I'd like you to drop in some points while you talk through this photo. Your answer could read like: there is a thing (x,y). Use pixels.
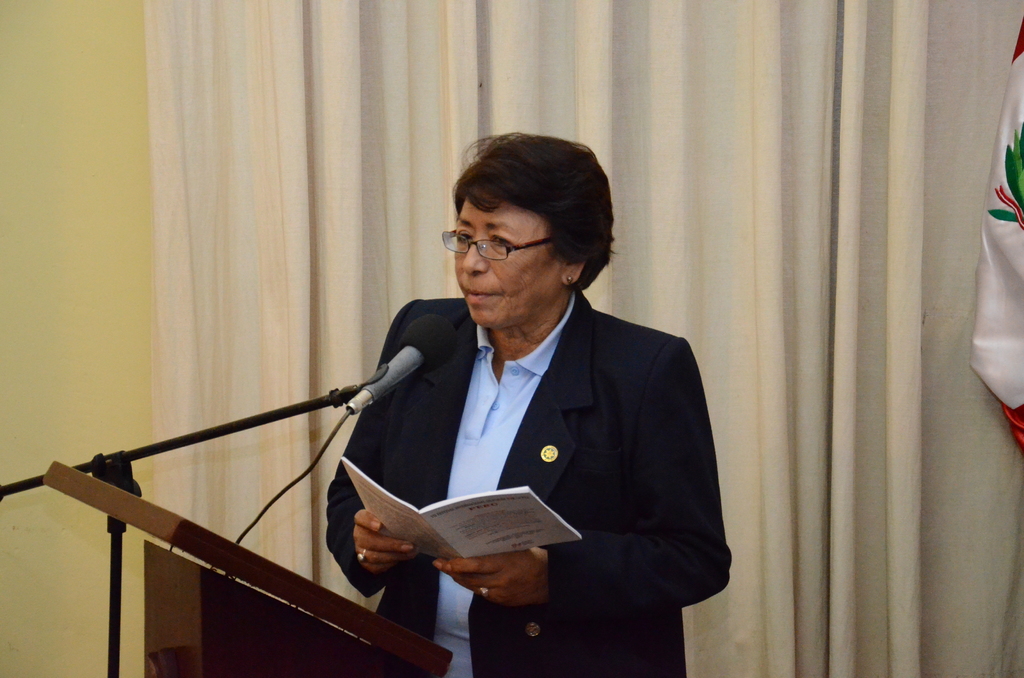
In this picture there is a woman (606,436) standing and holding the book (402,516) and there is a microphone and there is a podium (190,657). At the back (676,207) there is a curtain (676,207) and there is a flag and there is a wall (30,374).
